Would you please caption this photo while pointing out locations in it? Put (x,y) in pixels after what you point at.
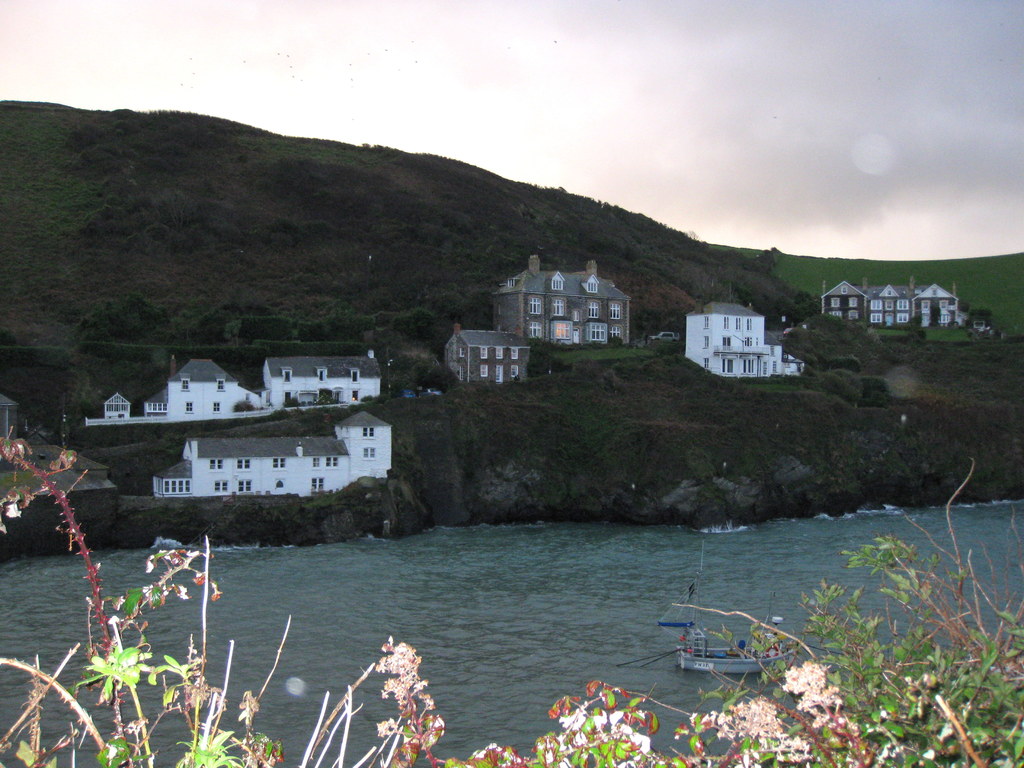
In this image a boat (700,643) is sailing on a river (765,525) and there are plants (734,747), in the background (509,503) there is mountain (321,266), on that mountain (89,409) there are houses (328,443) and there is a sky (606,47).
